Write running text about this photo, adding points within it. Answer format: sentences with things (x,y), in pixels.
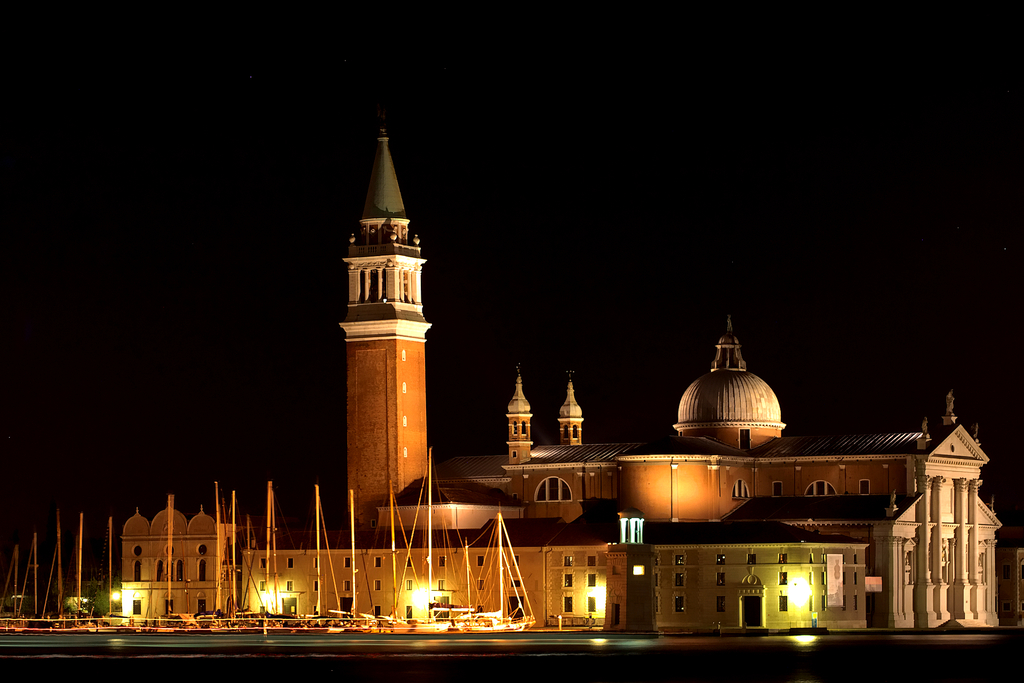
In this picture we can see few buildings (688,574), lights (131,592) and trees (67,598), and also we can see few boats (59,580).
